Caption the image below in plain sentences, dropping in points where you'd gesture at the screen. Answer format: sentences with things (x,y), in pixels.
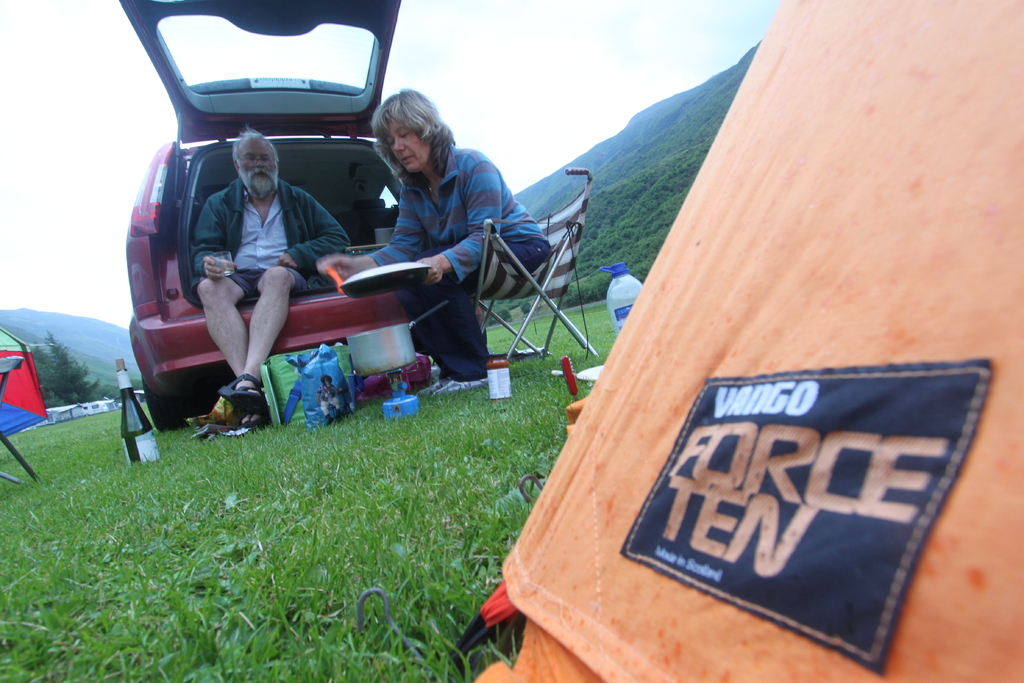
In this picture we can see a man (275,234) sitting on car (361,198) and beside to his woman (451,190) sitting on chair (508,270) holding bowl (379,270) in her hand (368,259) and in front of them we have bottle (130,453), bag (310,387) on grass (231,525) and in the background (24,307) we can see mountains (30,319), sky (79,282).
